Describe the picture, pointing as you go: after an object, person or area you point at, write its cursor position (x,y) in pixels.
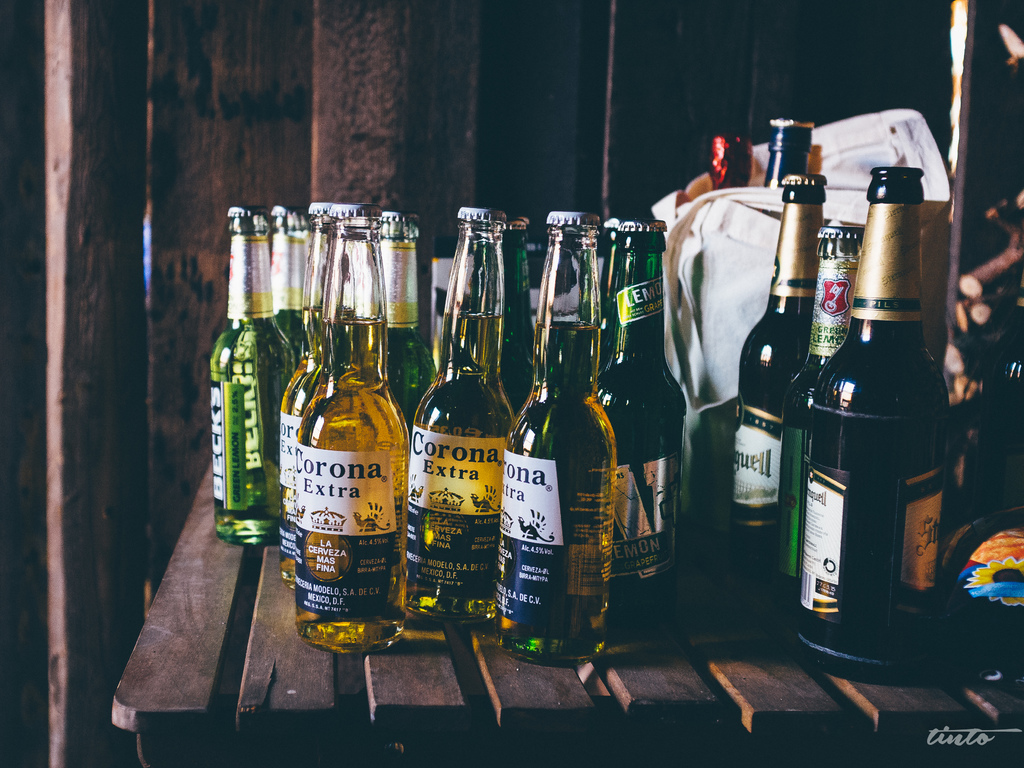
In this image there are many different types of bottles (539,391). At the back (736,272) there is a bag (735,225) and there are bottles (726,138) in the bag (748,242).
